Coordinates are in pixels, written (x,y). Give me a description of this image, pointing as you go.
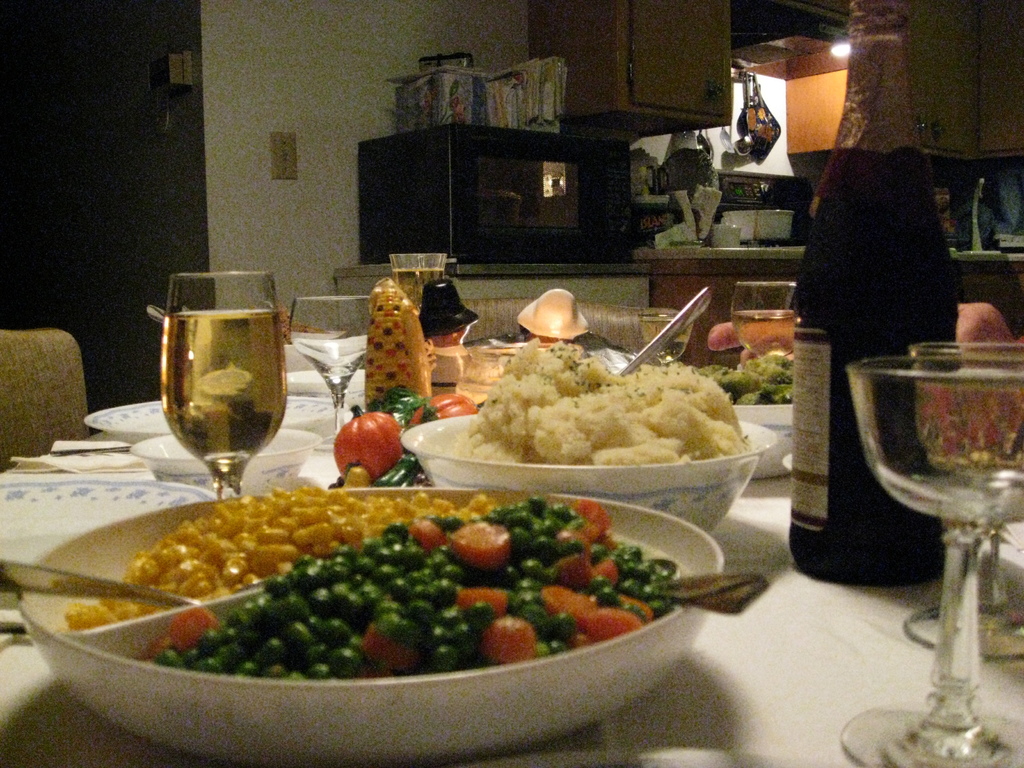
In this picture I can see the table (125,757) in front (756,639), on which there are number of plates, glasses (216,298) and I see bowls (181,518) and I see food (184,533) in it. I can also see a bottle (840,214) on the right side of this picture (868,264). In the background (709,5) I see an oven (520,176), few cupboards (916,90) and I see the light (844,45) on the top right of this picture (836,56).
